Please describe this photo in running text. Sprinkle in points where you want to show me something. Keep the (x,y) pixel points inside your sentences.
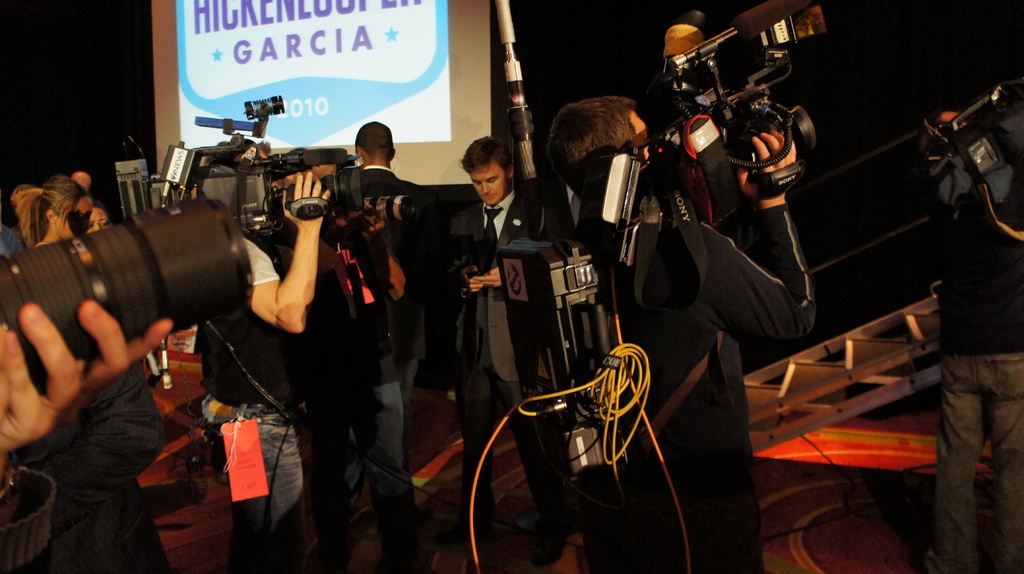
Here in this picture we can see a group of men (365,292) standing over a place (531,518) and all of them are carrying video cameras (163,179) and cameras (227,234) in their hands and apart from them we can see other men (423,233) and women (61,212) standing and we can also see a projector screen (240,96) with something projected on it and on the right side (864,372) we can see a ladder (860,367) present.
